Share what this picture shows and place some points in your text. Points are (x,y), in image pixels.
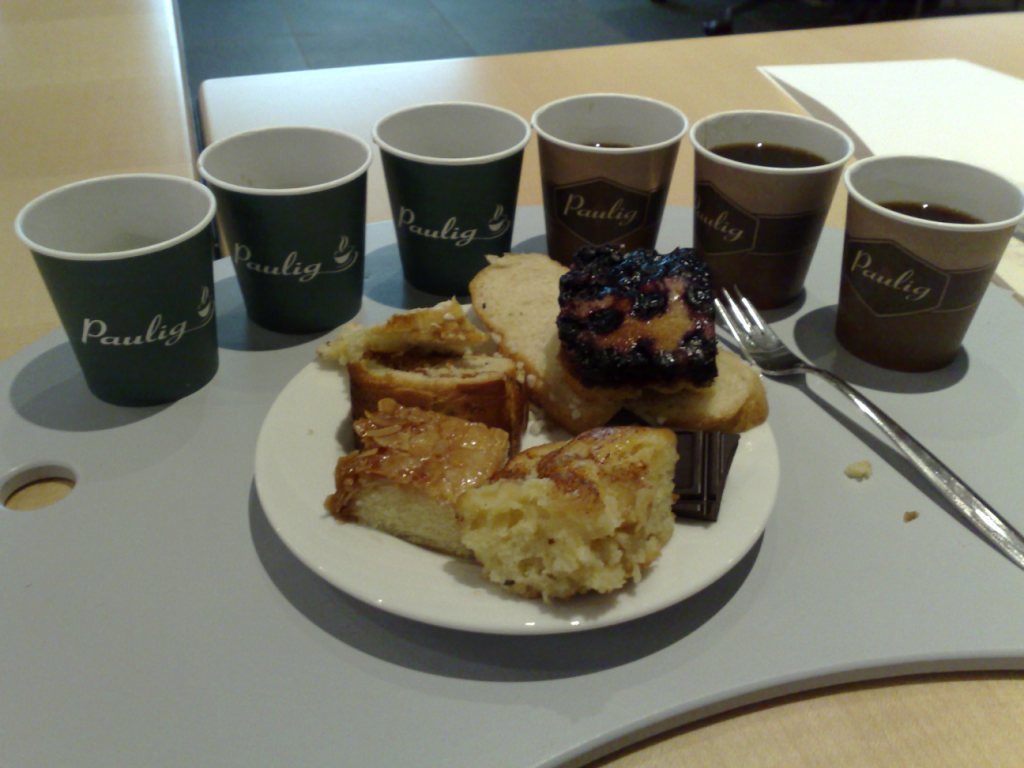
In this picture there is a plate (496,620) in the center of the image (644,265), on a tray (270,553) and, which contains bread (613,388) and there are glasses (325,143) around it and there is a fork (978,511) and tissue (1014,110) on the right side of the image (898,429), which are placed on a table (992,51).
